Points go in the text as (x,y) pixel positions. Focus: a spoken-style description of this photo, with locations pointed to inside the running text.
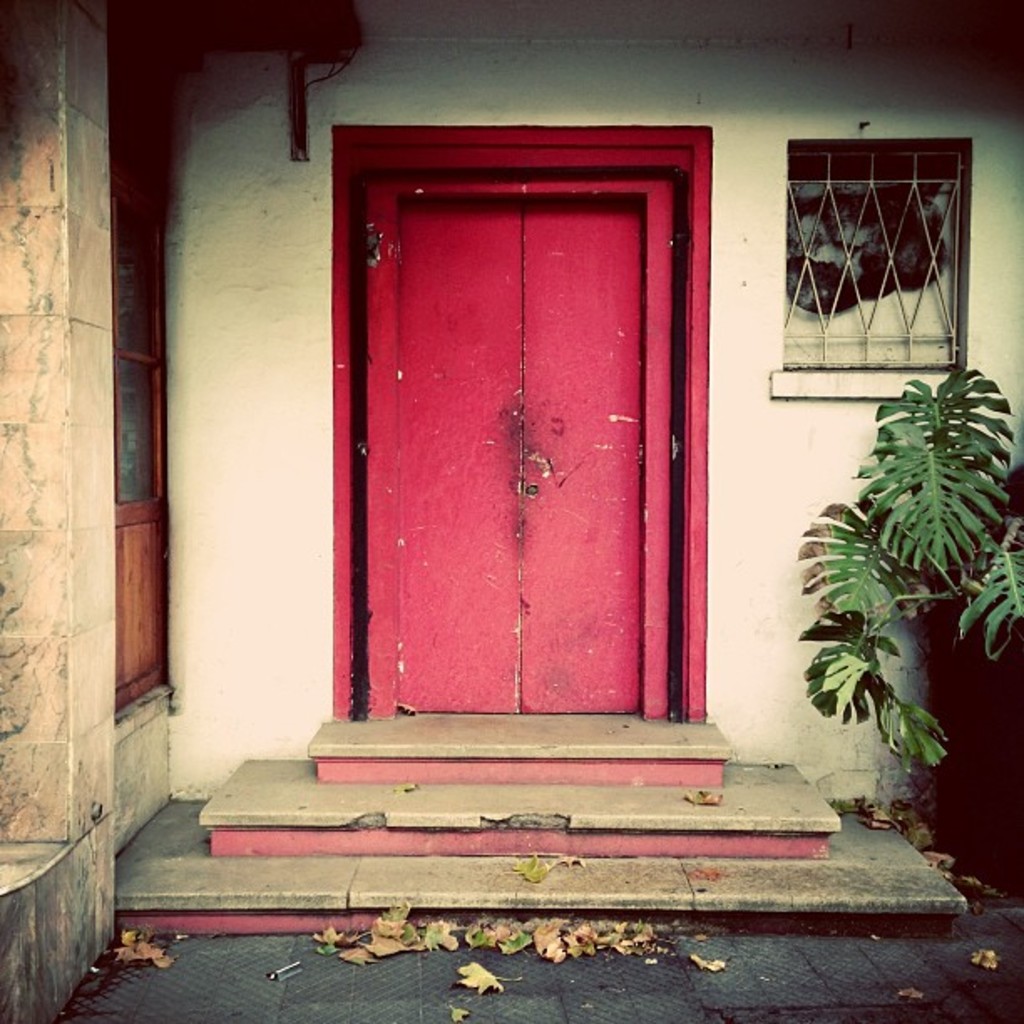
As we can see in the image there is a white color wall (282,493), door (424,413), window (939,254) and a plant (936,486).
